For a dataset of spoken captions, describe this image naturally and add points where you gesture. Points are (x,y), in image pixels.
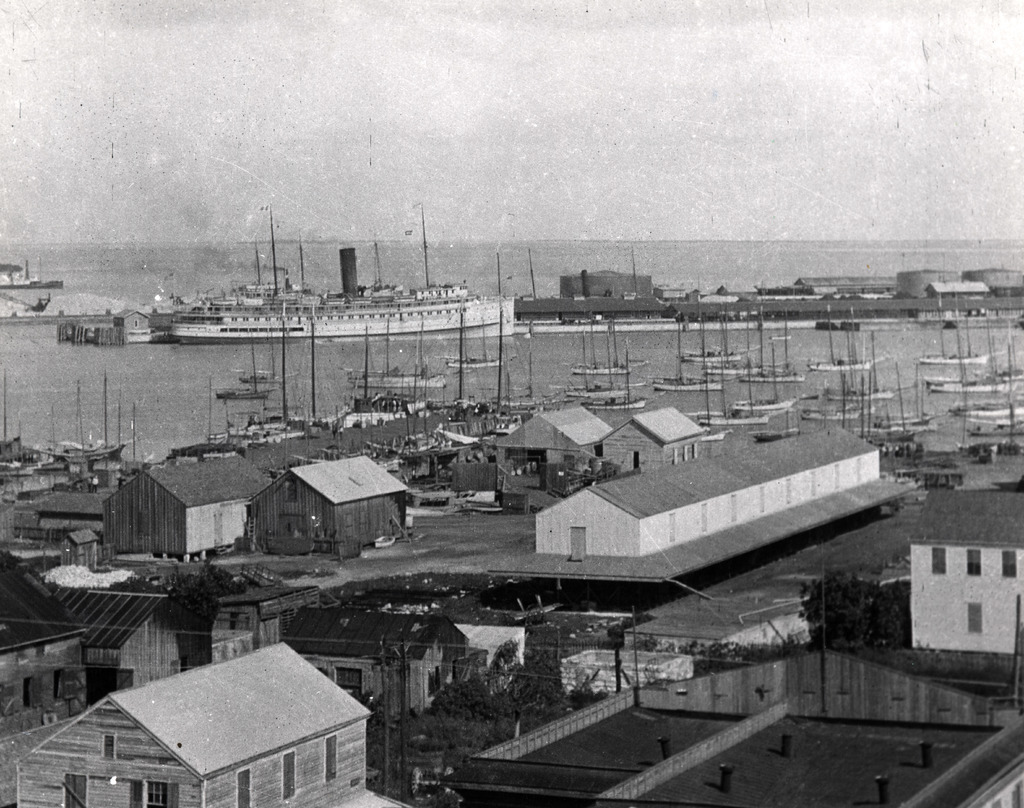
This is a black and white image and here we can see sheds (854,443), trees (830,618), poles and there are ships (348,293) and boats (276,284) on the water (205,361).
